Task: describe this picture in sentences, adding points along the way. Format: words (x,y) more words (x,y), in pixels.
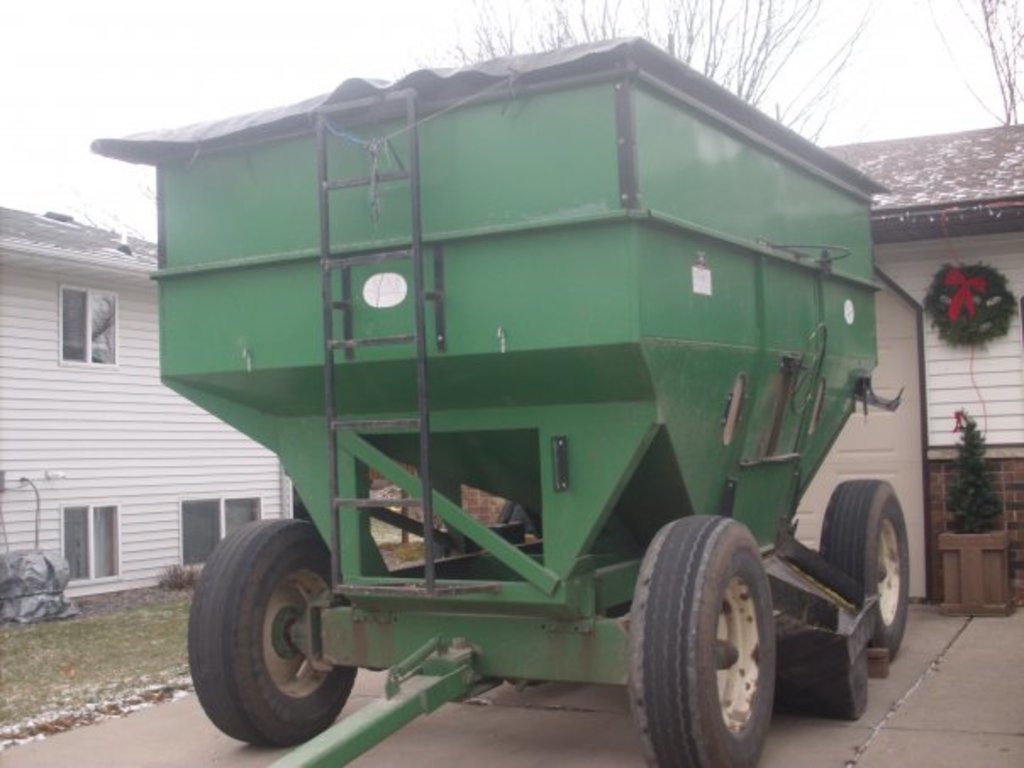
There is a vehicle (600,555) and this is grass (110,638). Here we can see houses (878,165), windows (104,298), and a plant (966,426). In the background (311,53) there is sky (180,52).
